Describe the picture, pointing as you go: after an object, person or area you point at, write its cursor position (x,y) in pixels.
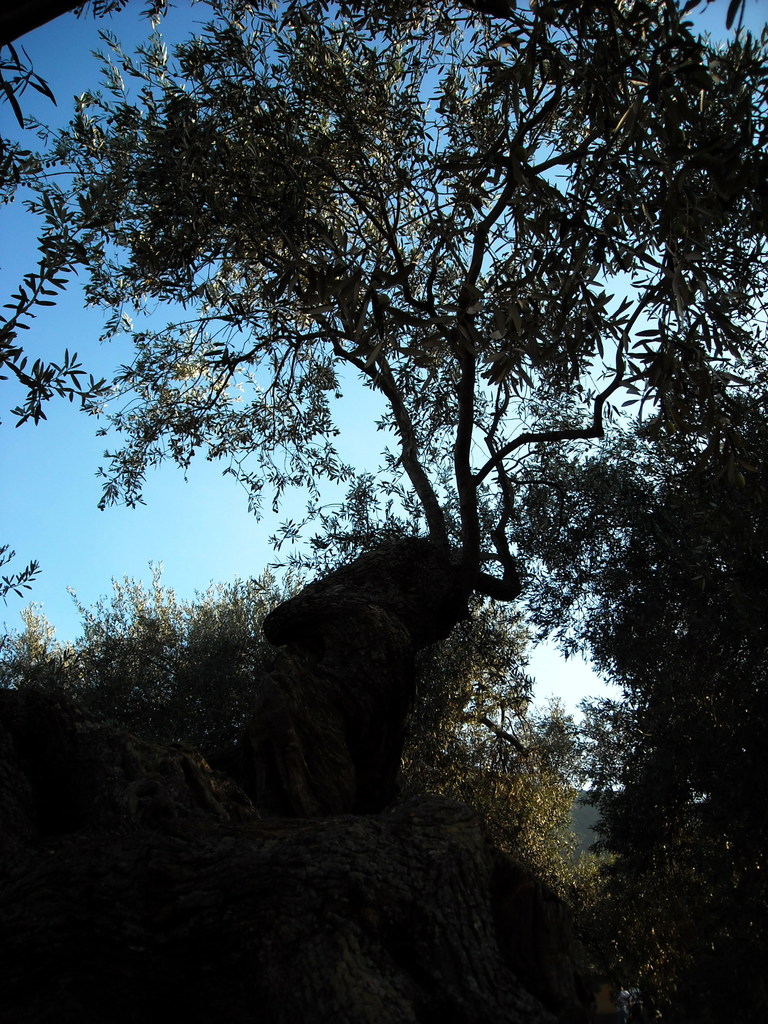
In this picture we can see few trees (566,288).
